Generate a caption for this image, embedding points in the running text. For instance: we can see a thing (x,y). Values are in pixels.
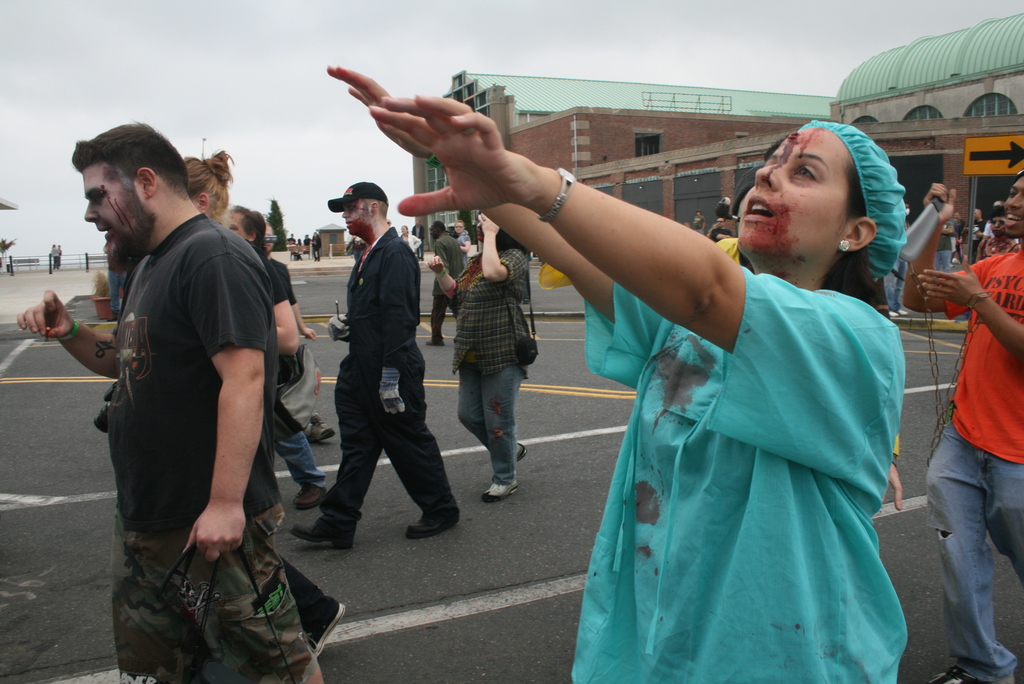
In this picture we can see some people (388,414) are walking, on the right side (909,135) there are buildings (796,100) and a signboard (968,164), in the background (280,213) we can see a tree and a railing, there is the sky (287,226) at the top of the picture (242,39).
